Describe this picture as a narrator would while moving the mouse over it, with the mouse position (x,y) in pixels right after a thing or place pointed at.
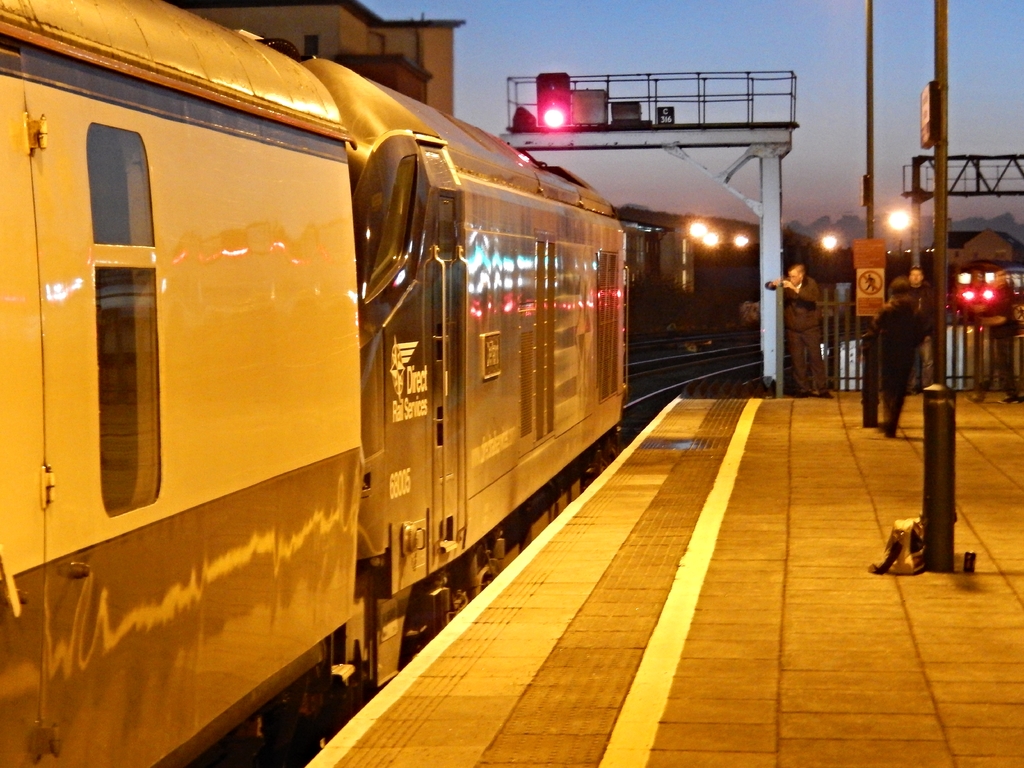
In this picture we can observe a railway station (714,650). There is a platform (723,556) and we can observe some members (803,375) on the platform (837,435). On the left side (109,415) there is a train (411,390) on the railway track (646,383). We can observe red color signal (556,118). There are two poles (932,536) on the right side (939,525) and in the background (743,245) there are yellow color lights (822,243) and a sky (654,47).
